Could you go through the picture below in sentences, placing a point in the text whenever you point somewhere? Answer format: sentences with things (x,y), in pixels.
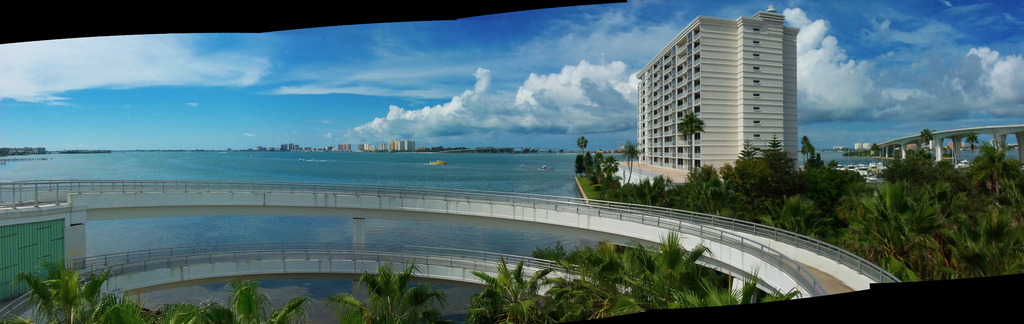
In this picture we can see bridges (524,220), trees (593,262), here we can see boats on water (526,251) and in the background (742,15) we can see buildings (702,152) and sky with clouds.
